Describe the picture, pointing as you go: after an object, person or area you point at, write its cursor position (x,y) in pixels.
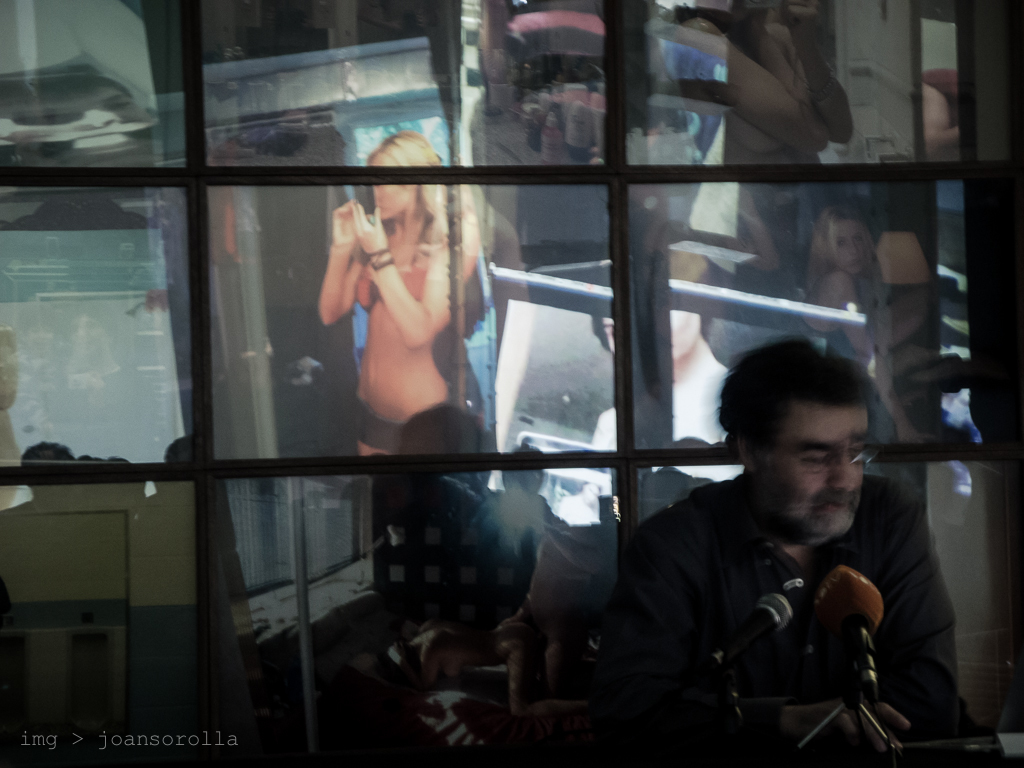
In this picture we can see a man (690,526) is sitting and in front of the man (726,614) there are microphones (865,615) and stands (863,692). Behind the man (754,579) there are glass doors (386,433). On the glass doors (269,244) we can see the reflection (474,229) of people (708,416) and on the image there is a watermark (98,746).
